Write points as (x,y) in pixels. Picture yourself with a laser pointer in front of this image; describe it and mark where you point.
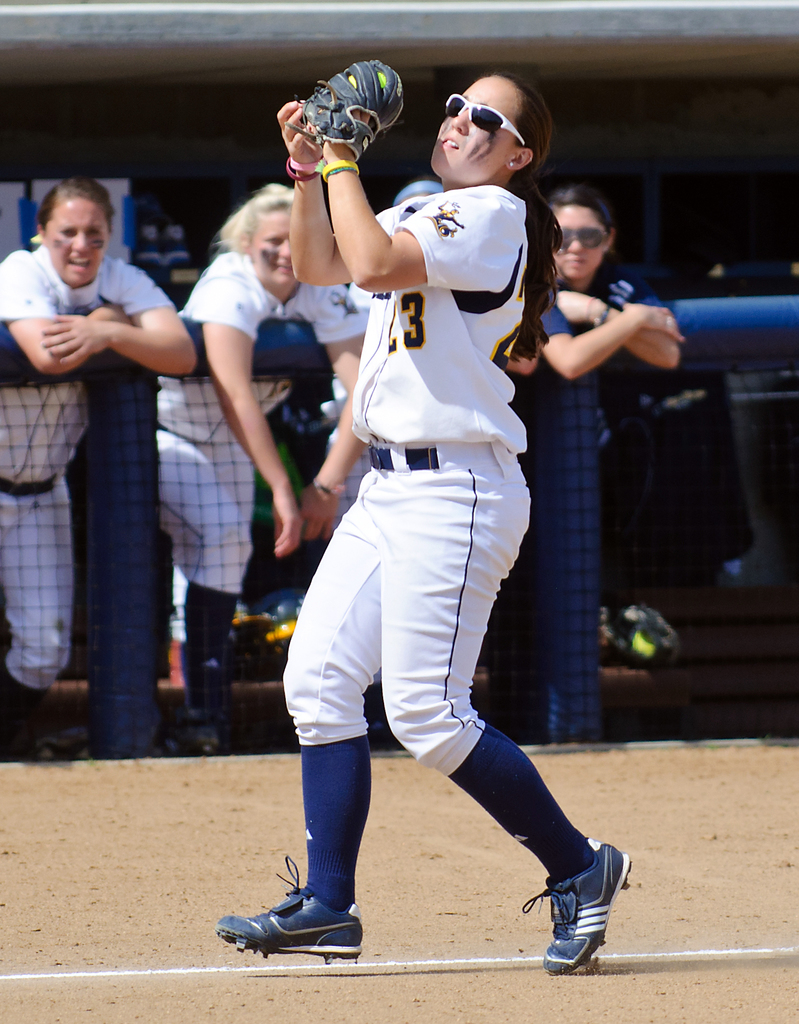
In this image I can see one person (378,598) on the ground (481,920). The person (419,497) is wearing the white color jersey (422,403) and gloves (353,140). In the background (266,278) I can see few people (336,350) standing behind the railing (147,580). And I can see the banner (33,199).
